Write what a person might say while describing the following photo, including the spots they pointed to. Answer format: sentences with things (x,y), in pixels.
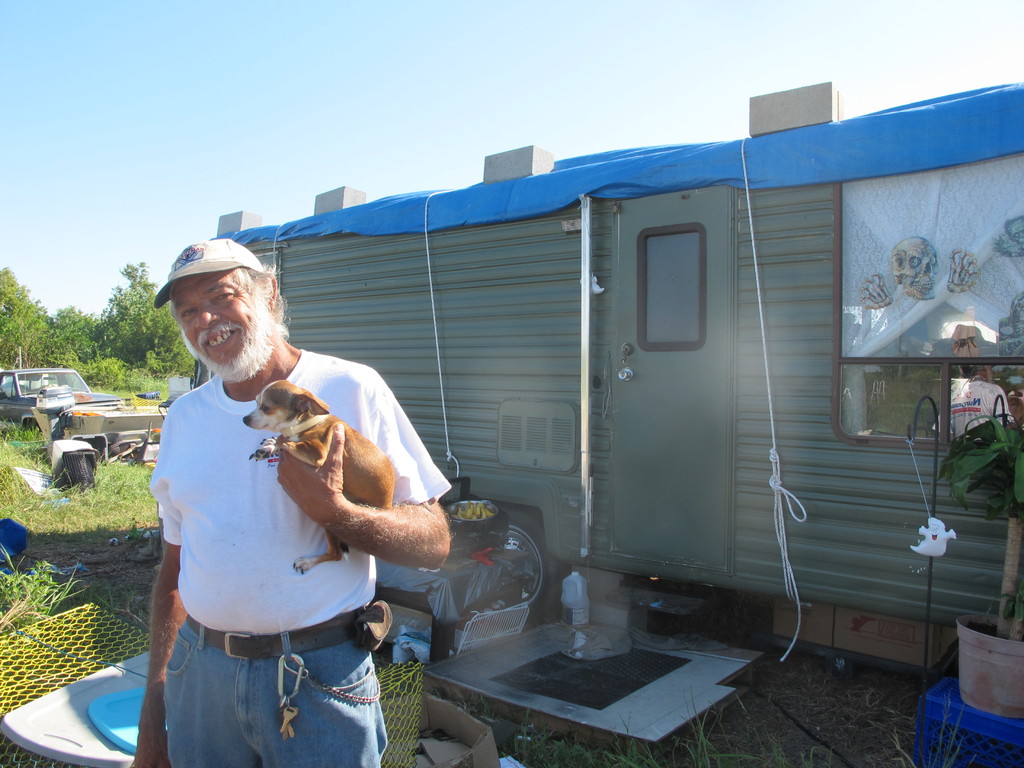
In this image I see a man (219,505) who is smiling and he is wearing a cap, I can also see that there is a dog (317,440) in his hands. In the background (353,351) I see the vehicle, grass (28,435), few things (123,449) over here, trees (150,372), van (337,276) and the sky (929,83).
